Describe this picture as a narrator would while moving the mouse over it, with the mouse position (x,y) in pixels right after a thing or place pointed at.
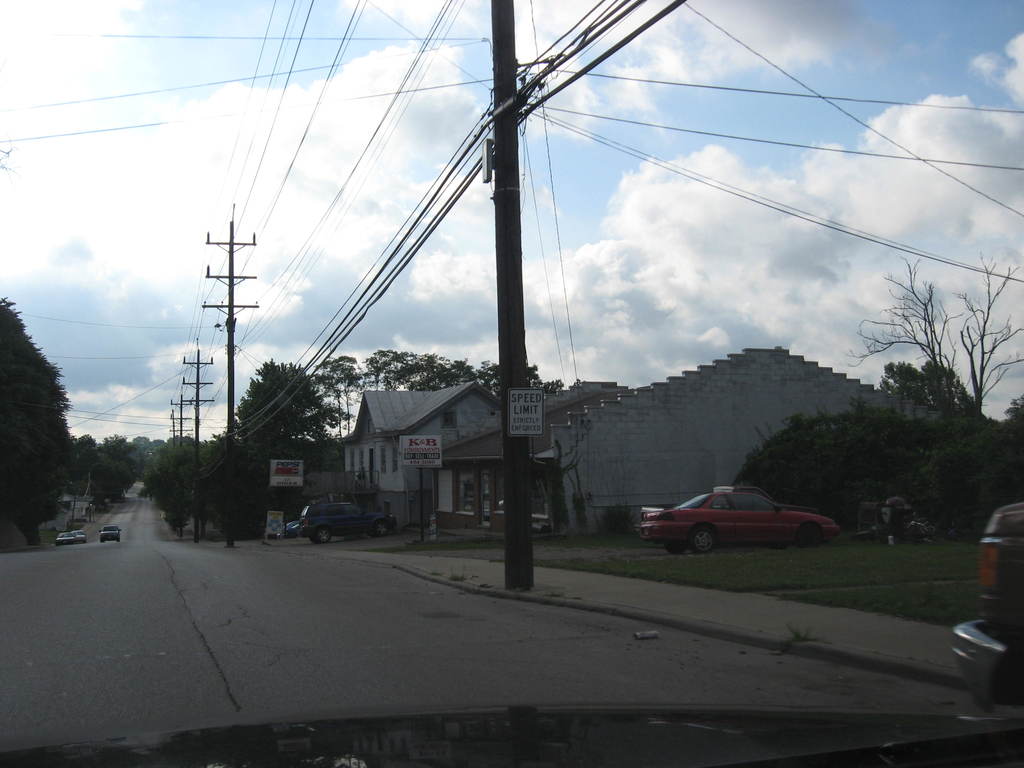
In this picture we can see cars (324,514) on the road (242,684), poles (507,509), trees (36,406), houses (494,460), grass (783,573), signboard (512,394), name boards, wires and in the background (535,323) we can see the sky (711,236) with clouds (421,118).
